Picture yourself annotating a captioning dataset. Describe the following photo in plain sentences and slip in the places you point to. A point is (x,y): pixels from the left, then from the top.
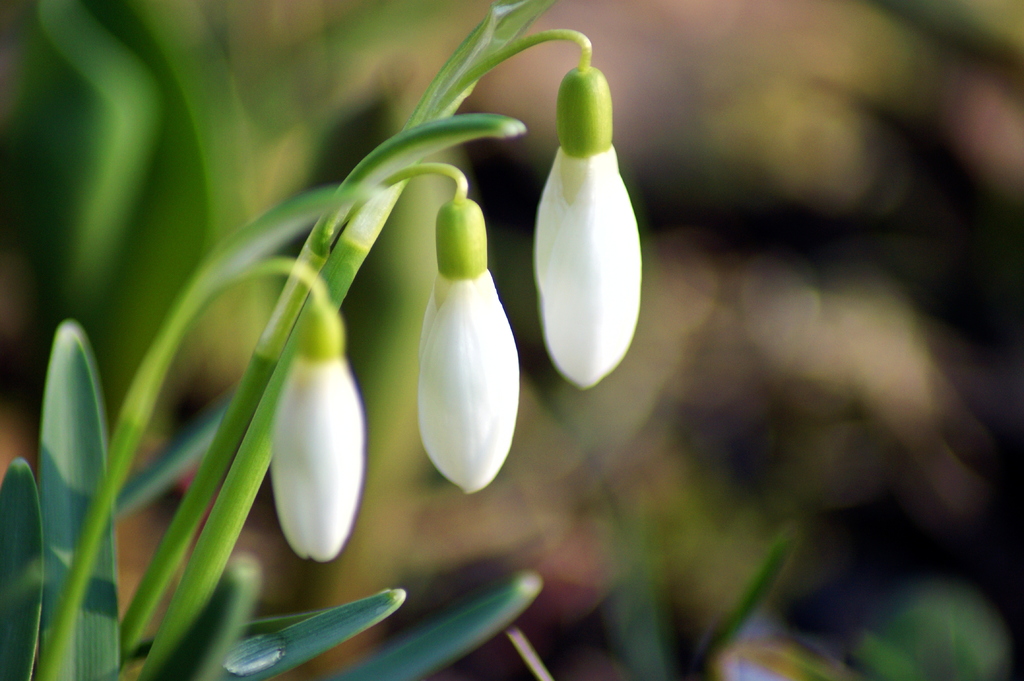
In this picture we can see the buds (488,332) and the green leaves (110,577) and stems (238,390). The background of the image (671,617) is blurry and we can see some other items (409,319) in the background (323,185).
